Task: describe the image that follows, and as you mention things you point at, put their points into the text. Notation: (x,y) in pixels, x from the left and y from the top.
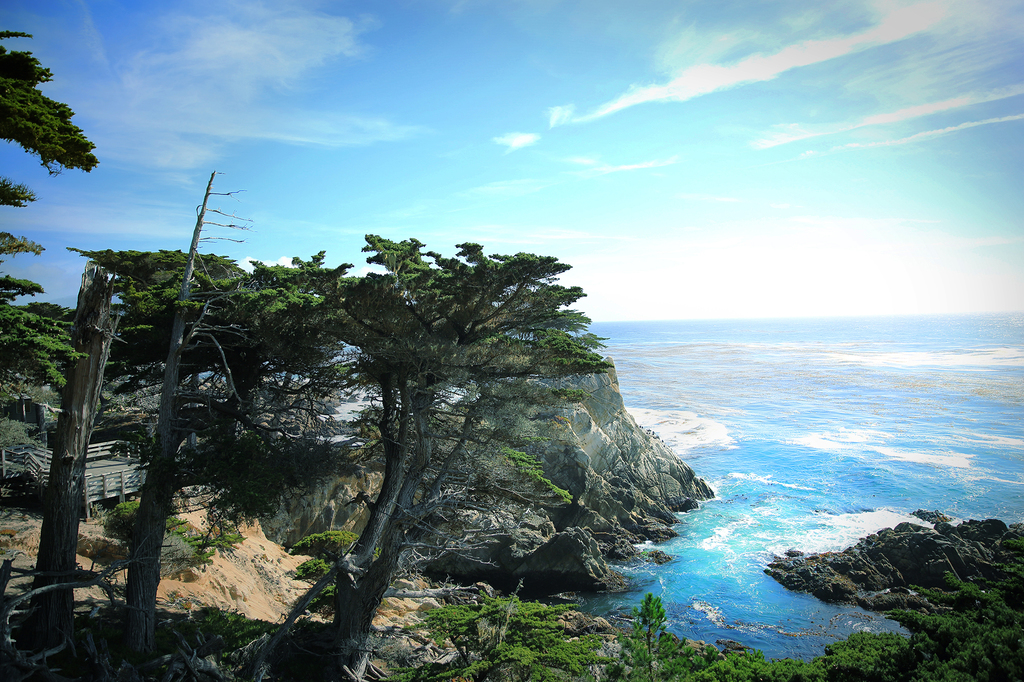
This picture is clicked outside. In the foreground (489,637) we can see the plants (503,644), trees (332,450) and the rocks (621,485). In the center (665,364) we can see a water body (843,453). On the left (101,493) there is a bridge like thing (113,480). In the background (683,86) we can see the sky (581,116) with the clouds (683,84).
